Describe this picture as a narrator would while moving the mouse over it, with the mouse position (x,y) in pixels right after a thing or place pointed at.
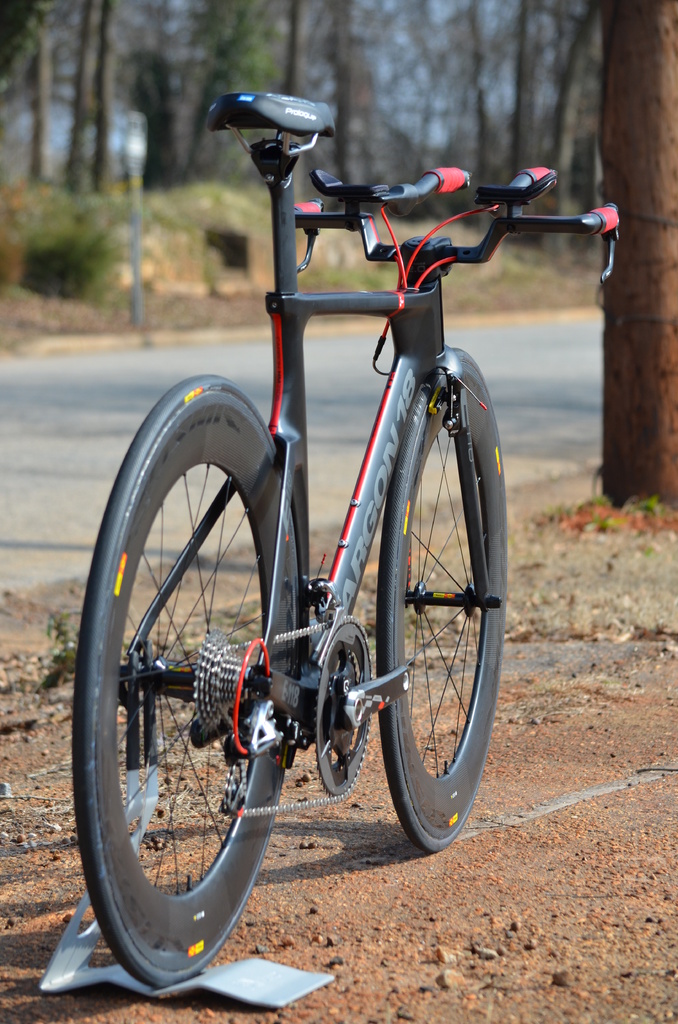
In the center of the image (286,413), we can see a bicycle (179,662) on the stand (123,979) and in the background (262,87), there are trees (356,50) and there is a pole (128,124). At the bottom (34,888), there is a road (536,392) and ground (561,716).
